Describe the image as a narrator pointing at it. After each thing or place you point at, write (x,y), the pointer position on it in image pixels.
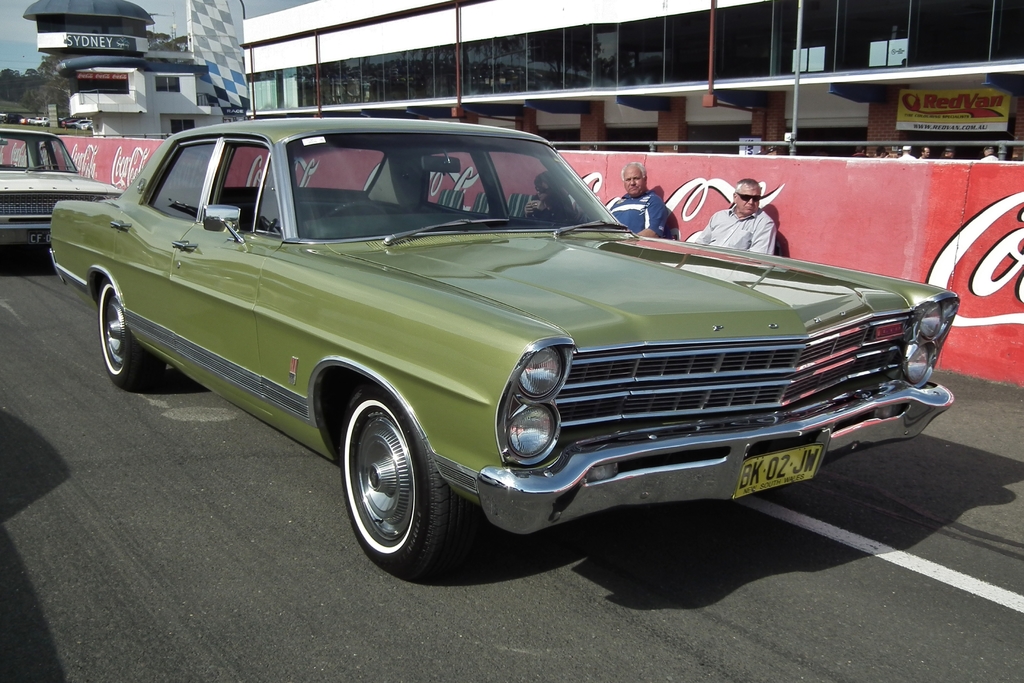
We can see cars (626,470) on the road (482,630) and there are two people (662,210) sitting, behind these two people (634,186) we can see hoarding (648,163). In the background (701,115) we can see buildings (820,89), trees (17,102), boards (111,38), vehicles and sky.
